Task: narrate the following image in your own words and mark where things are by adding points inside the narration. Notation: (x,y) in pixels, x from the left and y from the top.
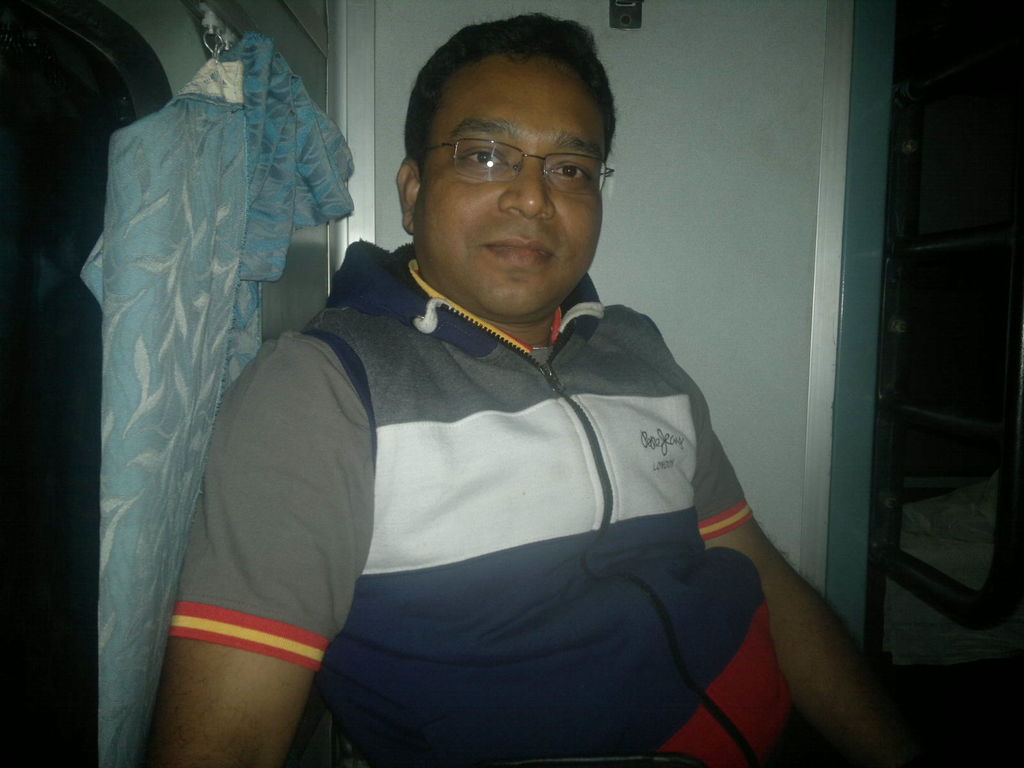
In this image in the center (460,282) there is one person (527,442) who is sitting, and in the background (678,80) there is a wall (356,65), curtain (190,355) and some objects (967,584).
